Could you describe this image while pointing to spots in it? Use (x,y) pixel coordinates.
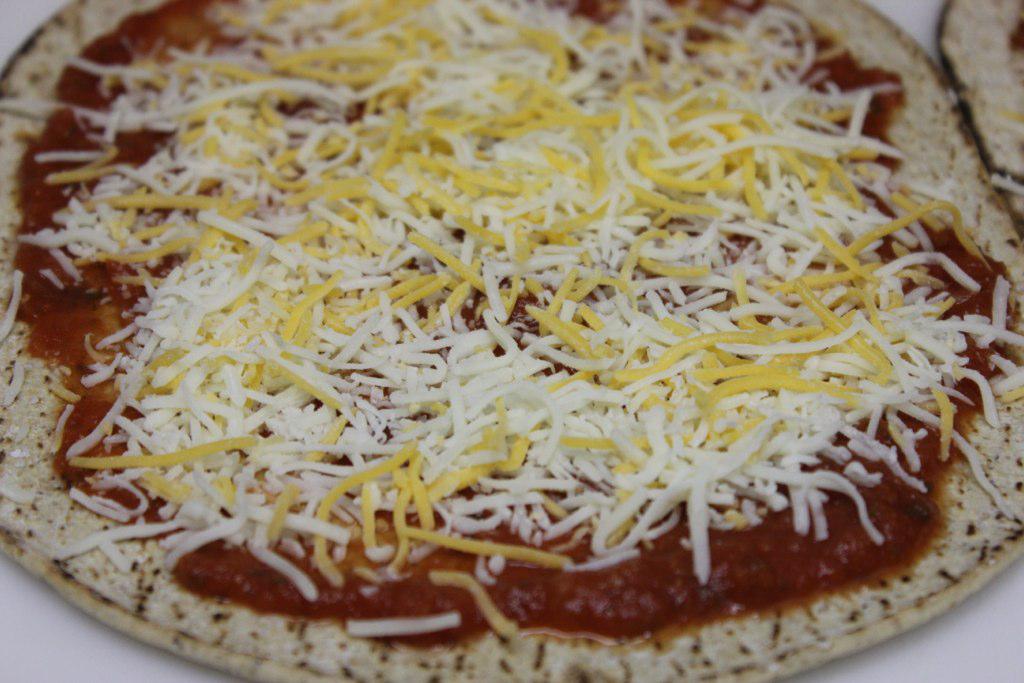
In this image in the foreground (480,208) there is one pizza (576,503), on the pizza (625,237) there is some cheese (543,386).
